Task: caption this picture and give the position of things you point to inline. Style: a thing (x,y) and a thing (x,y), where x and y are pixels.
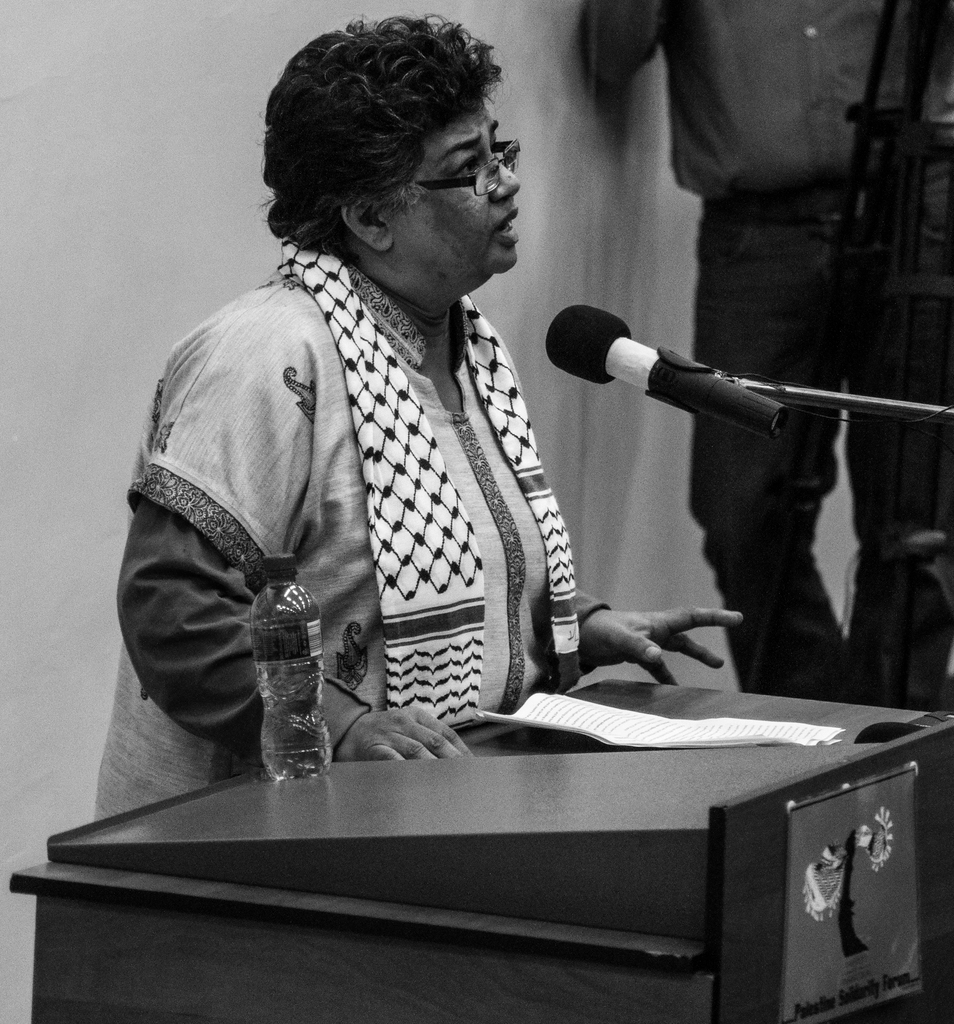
In this image, There is a table (766,843) which is in black color, There is a bottle (280,676) on the table (939,807), There is a microphone (568,342) which is in black color, There is a woman (210,720) standing and she is speaking in the microphone (627,375), In the background (523,301) there is a white color wall (106,172).
